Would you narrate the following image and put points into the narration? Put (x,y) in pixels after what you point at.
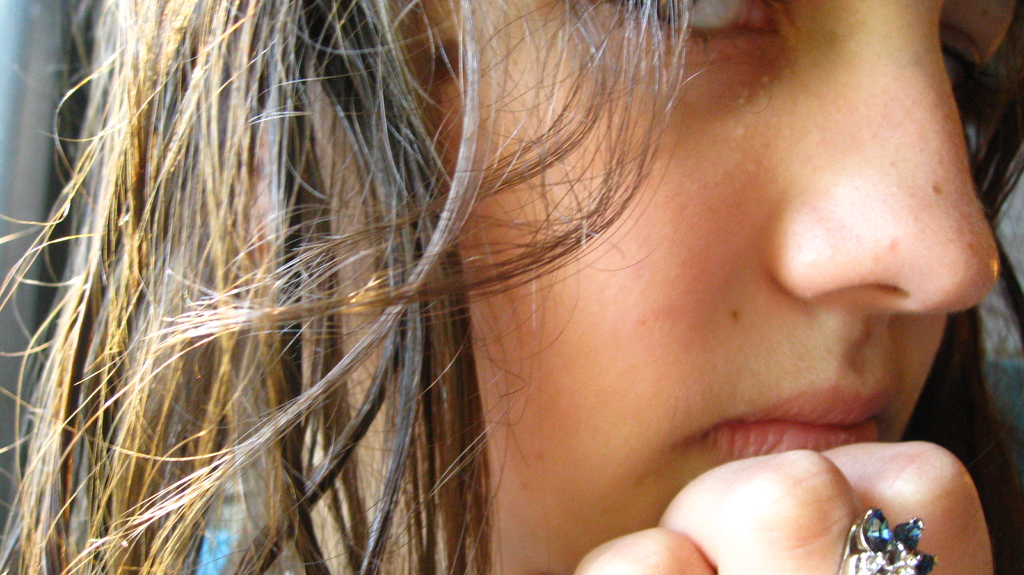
In the picture there is a woman (776,333) present.
